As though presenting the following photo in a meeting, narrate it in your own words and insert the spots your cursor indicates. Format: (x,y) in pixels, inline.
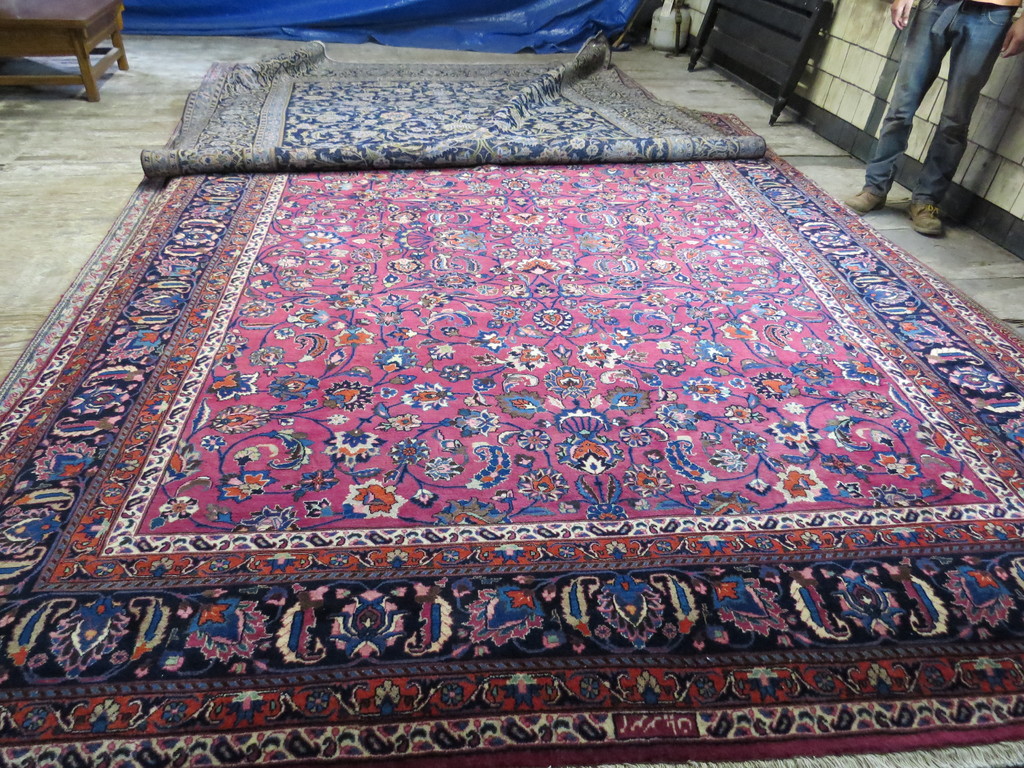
On floor (82,177) there are carpets (433,160). A person (883,144) is standing. This is chair (111,24).
